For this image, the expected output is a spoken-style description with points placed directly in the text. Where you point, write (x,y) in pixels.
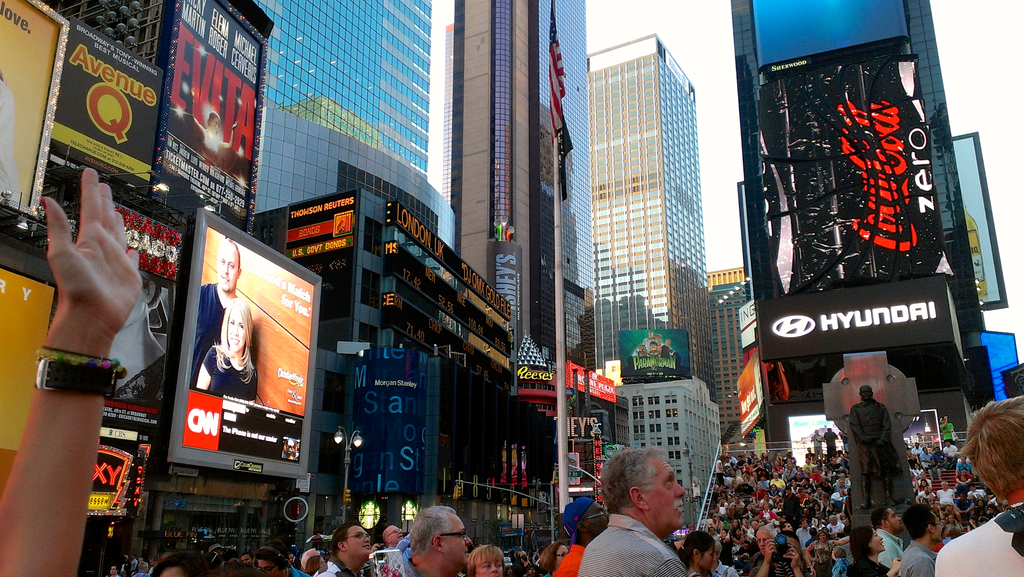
In this image there are buildings (337,177), on top of the buildings (610,282) there are billboards (383,371), in front of the building (543,280) there is a flag post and there are people (638,537) on the streets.
